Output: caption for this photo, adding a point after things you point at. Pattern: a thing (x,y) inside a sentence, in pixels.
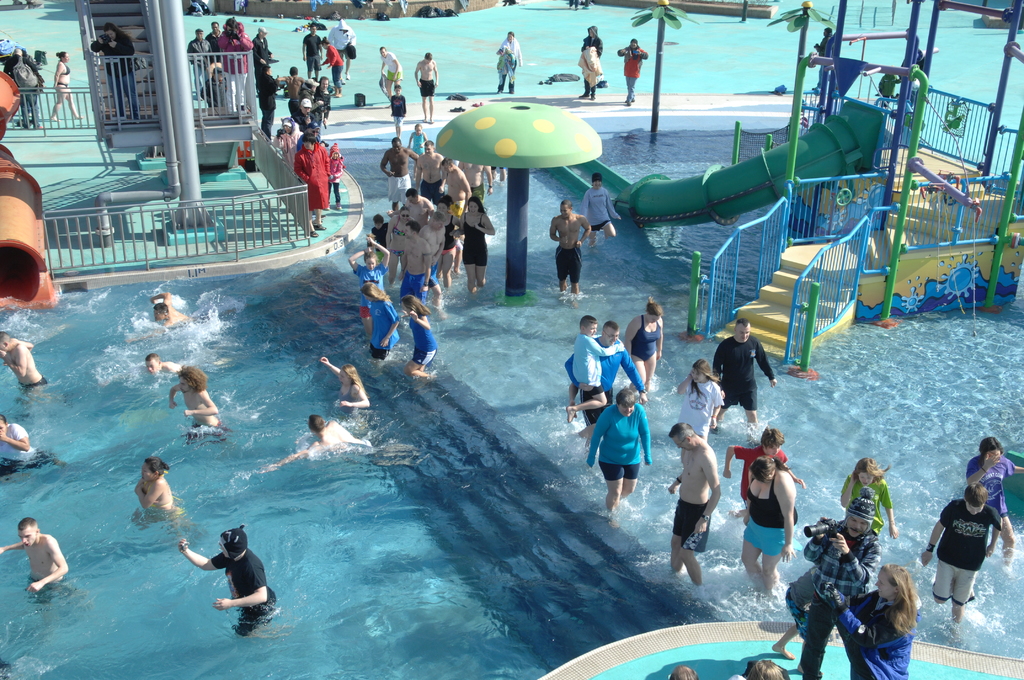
In this image there are few persons (697,565) are in water (867,429). There are few staircase (756,223) having a pipe (727,196) attached to it. Left side (100,255) there is a fence (113,254) behind there is a pole (170,11). A person (126,71) is standing behind the fence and holding camera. Behind her there is staircase (134,33). Few persons (424,105) are on the floor (737,116).
